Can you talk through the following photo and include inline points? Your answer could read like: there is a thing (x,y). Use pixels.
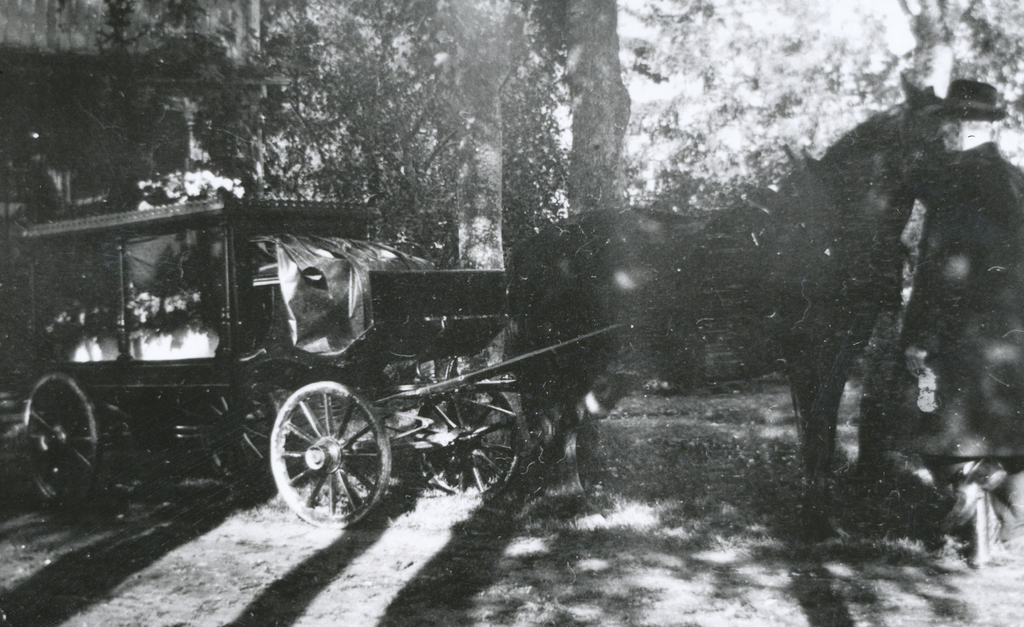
It is the black and white old image in which there is a horse cart (385,336) in the middle (353,366).
